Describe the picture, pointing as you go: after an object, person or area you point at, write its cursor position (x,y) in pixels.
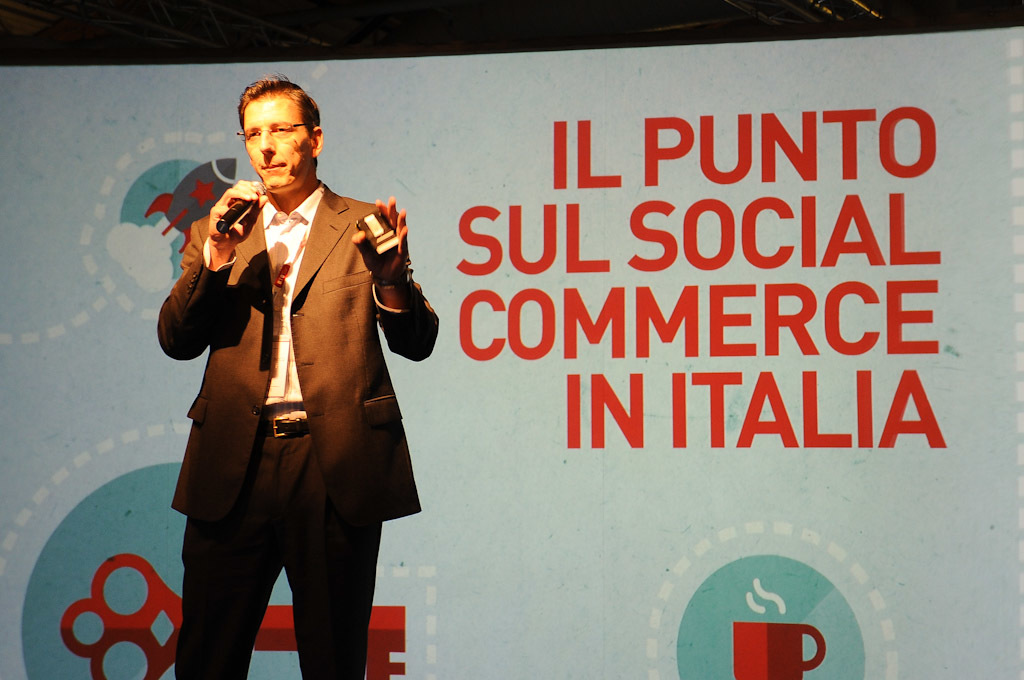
In this image we can see a person (284,463) standing and holding a mic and the other object (380,238) in his both hands (395,250), behind him there is a banner (588,418) with some text (674,383).
